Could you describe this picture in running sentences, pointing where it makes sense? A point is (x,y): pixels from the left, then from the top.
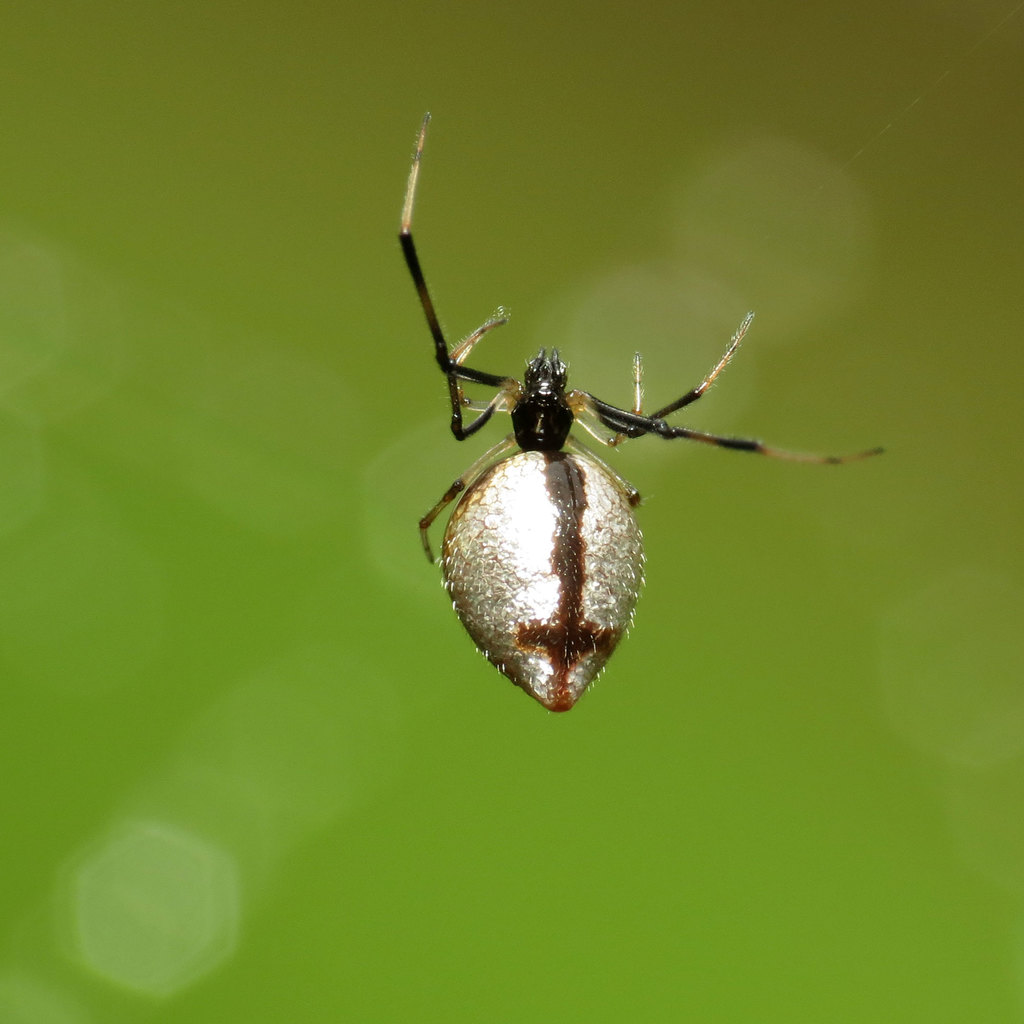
Background (755,886) portion of the picture is blur and green in color. In this picture we can see an insect (626,413).
